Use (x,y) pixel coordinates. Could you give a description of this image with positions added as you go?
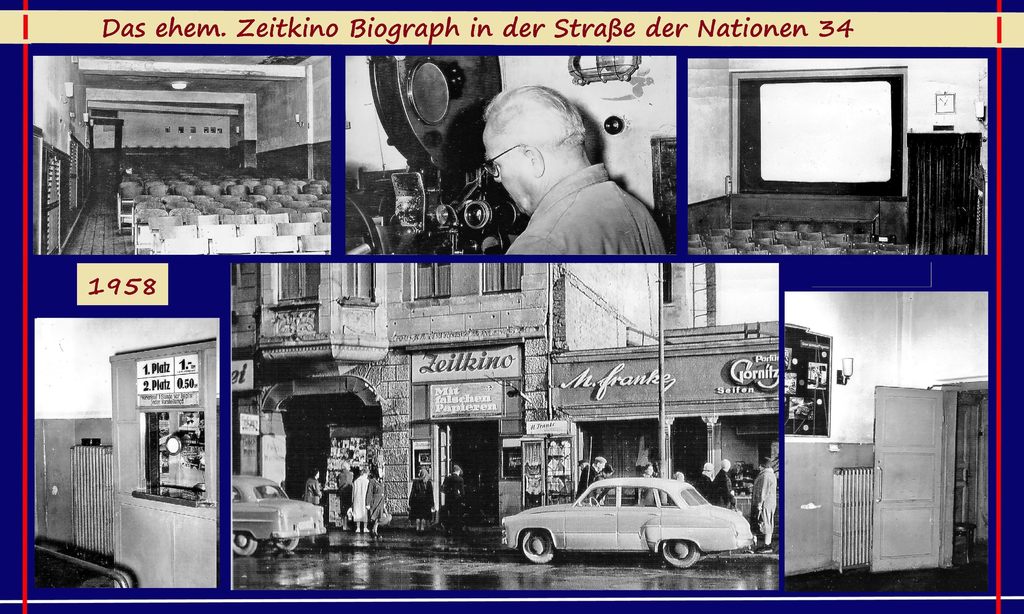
In the image we can see collage photos, which are black and white in color. Here we can see a person (505,141) wearing clothes (529,239) and spectacles (495,166). We can even see there are chairs (213,193) and the screen (792,165). Here we can see a vehicle (706,505), pole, building (713,393) and windows (372,285) of the building (401,313), we can even see there are many people (721,502) around. Here we can see the door (898,539).
